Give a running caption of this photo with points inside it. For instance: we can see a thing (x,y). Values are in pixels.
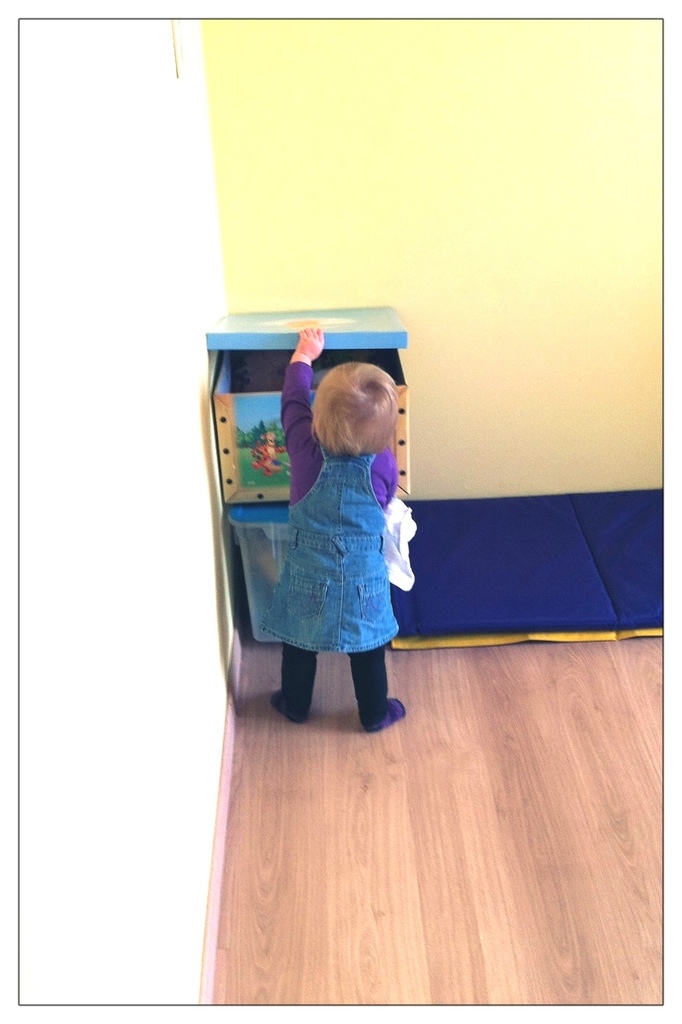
In this image there is a girl (350,526) standing, she is holding an object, there are boxes (245,486), there is a wooden floor (478,876) towards the bottom of the image (519,839), there are objects (572,591) on the wooden floor (467,821), there is a wall (486,220) towards the right of the image (494,226), there is a wall (99,521) towards the left of the image (86,400).
